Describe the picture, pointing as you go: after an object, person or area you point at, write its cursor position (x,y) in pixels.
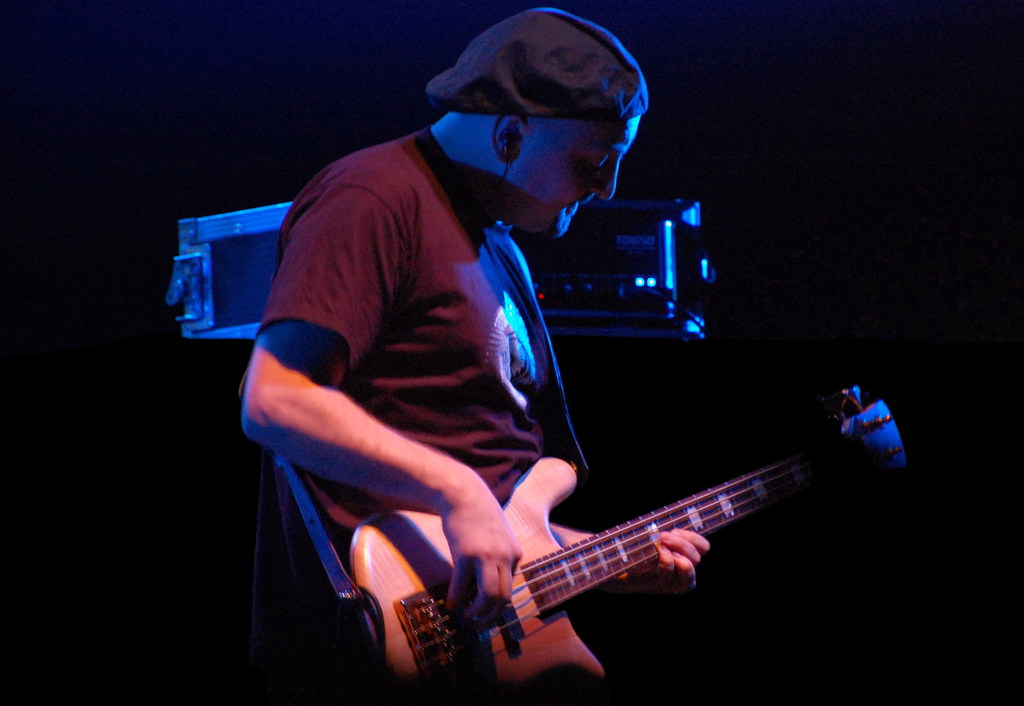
Here we can see a man (516,90) playing guitar (580,566) and there is a musical instrument (619,235). There is a dark background (897,86).
